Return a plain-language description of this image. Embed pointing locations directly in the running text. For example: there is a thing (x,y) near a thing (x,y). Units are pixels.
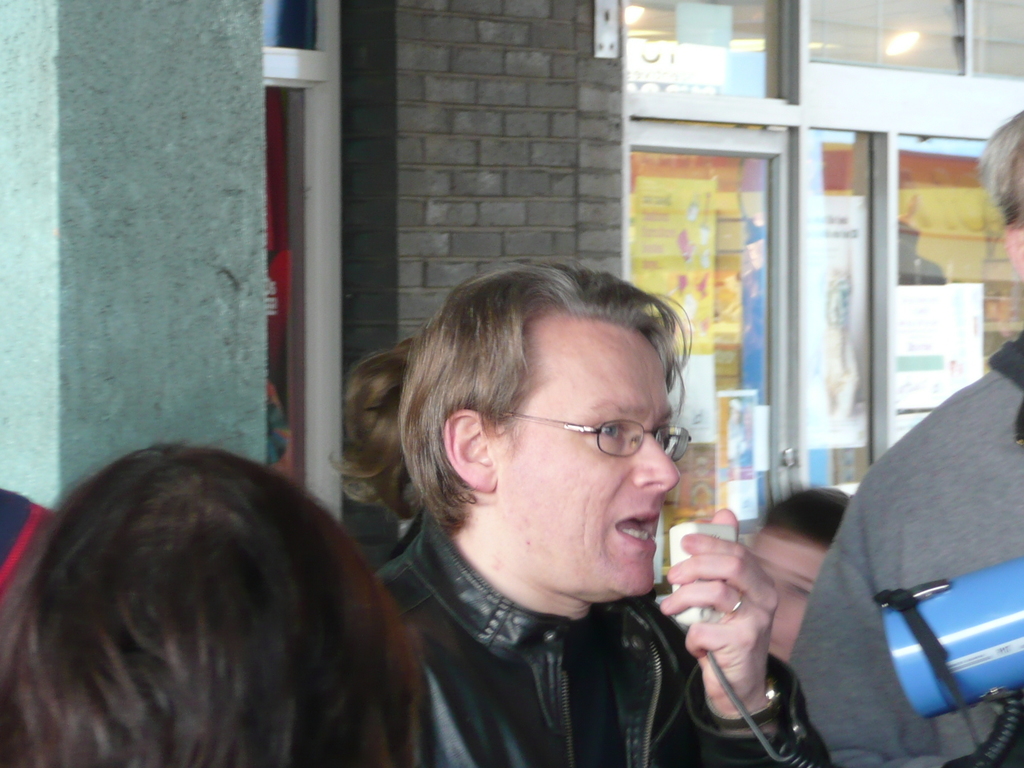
In the picture, there are many people (424,491) and a person (544,615) in between them is talking through the microphone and there is a store (616,221) behind these people (531,598).
